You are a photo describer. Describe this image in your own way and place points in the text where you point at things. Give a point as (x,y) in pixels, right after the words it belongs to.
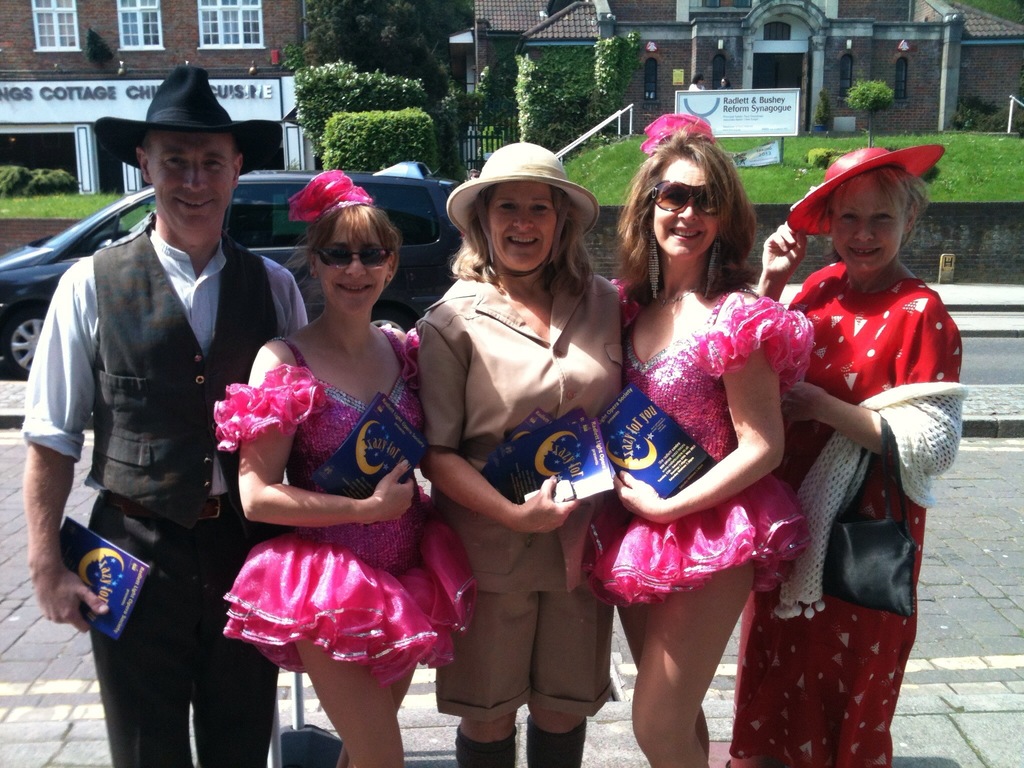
Here we can see five persons (722,510) are posing to a camera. They are smiling and holding books (688,472) with their hands (62,581). There is a car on the road (964,354). In the background (604,163) we can see grass (628,158), plants (309,104), boards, trees (434,86), and buildings (897,120).
